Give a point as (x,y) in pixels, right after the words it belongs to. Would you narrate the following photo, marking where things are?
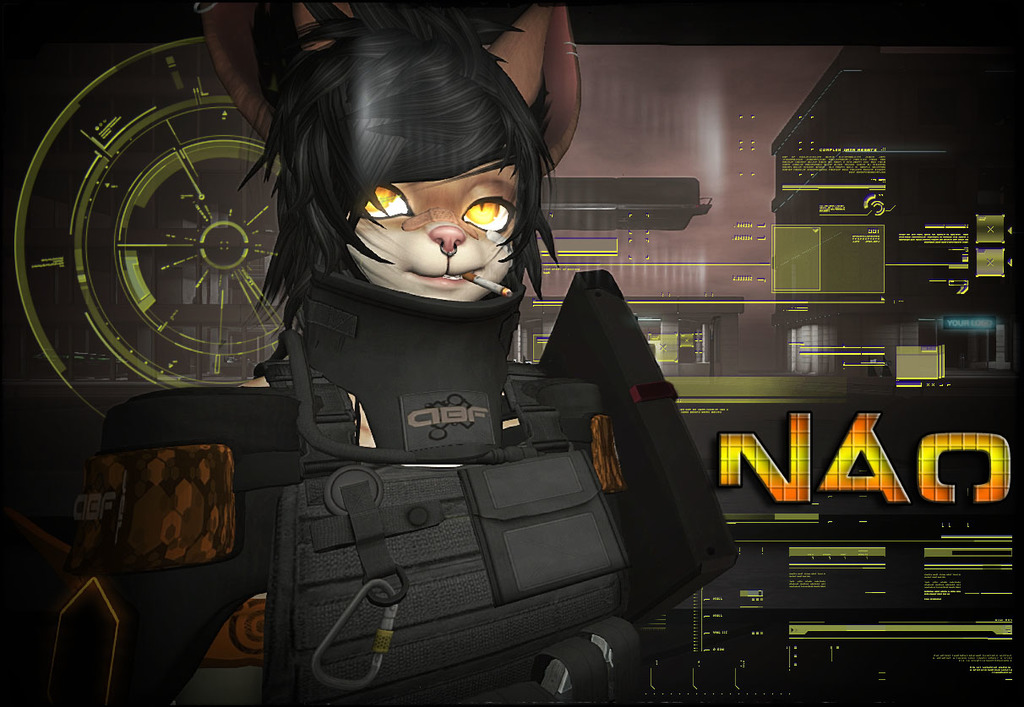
This is an animated picture. In the foreground (248,463) there is a cat face anime (514,309). In the background (66,225) there is a screen (711,235).
